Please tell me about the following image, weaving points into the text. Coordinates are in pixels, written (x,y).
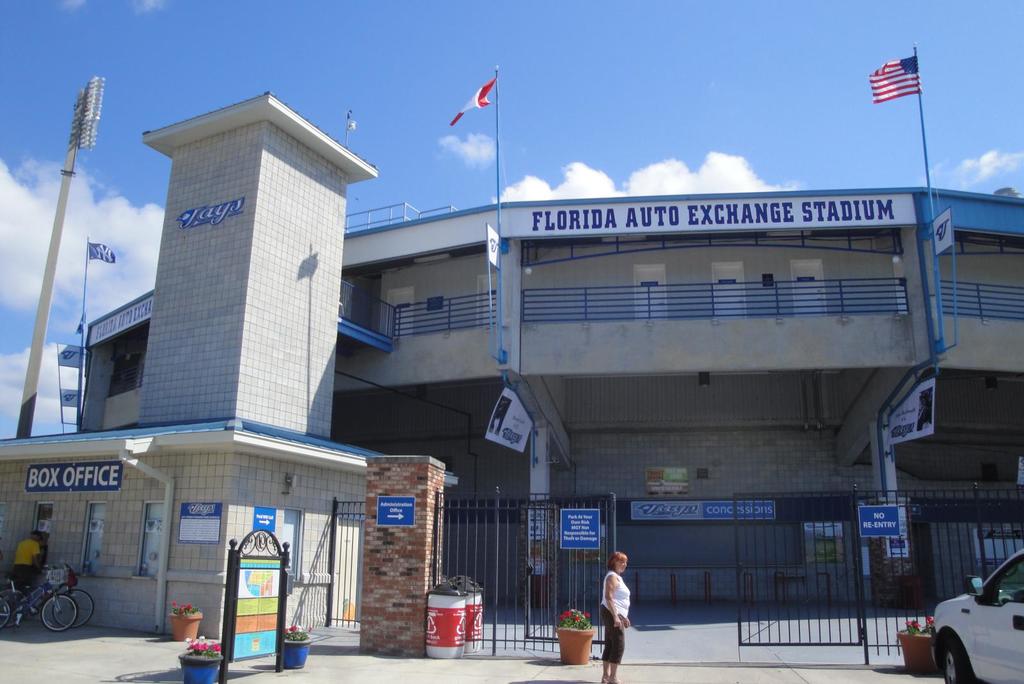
In this image there is a road (629,656) at the bottom (546,652). There are potted plants (183,660) with flowers (194,645), metal objects (231,616), people (30,544), bicycles (58,583), a pole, there is a building (91,460) on the left corner (209,550). There is a vehicle (955,623) and a potted plant (928,670), a metal fence (956,527) on the right corner (969,667). There is a person (621,639), there are potted plants (575,622), there is a gate (609,518), board (246,611) with text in the foreground (628,615). And there is a building (698,282) with metal railing (882,305), poles (938,337) with flags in the background (701,302). And there is sky (610,92) at the top (527,96).
